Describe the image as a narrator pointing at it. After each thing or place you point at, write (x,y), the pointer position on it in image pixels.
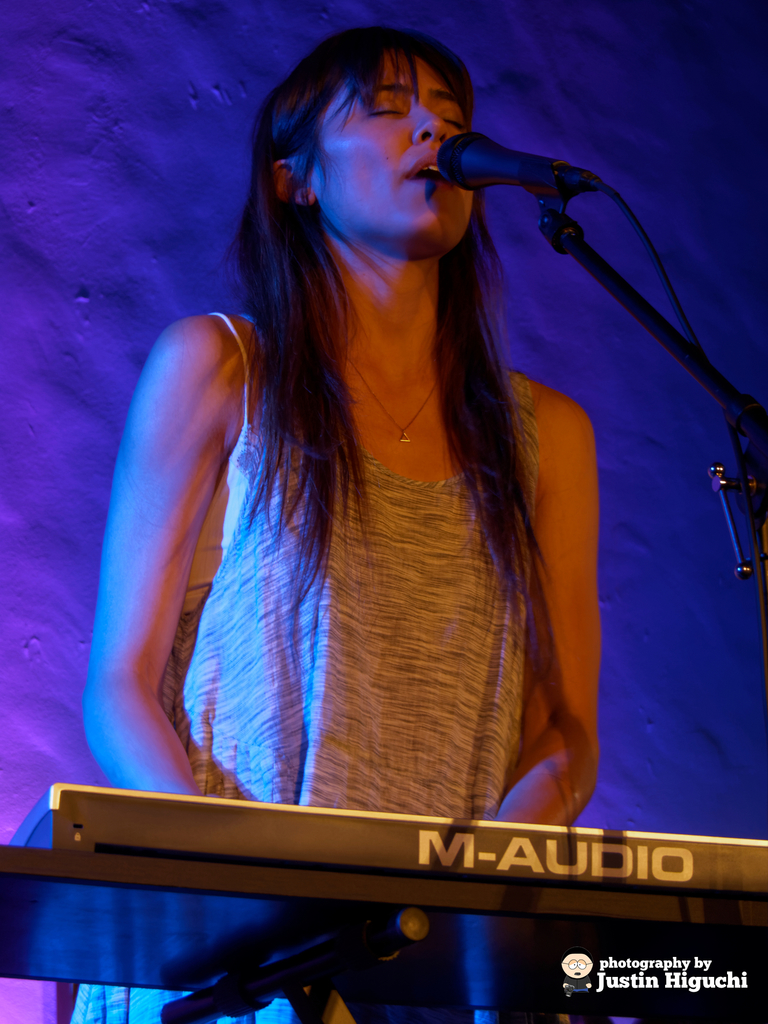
In the picture I can see a woman (349,210) wearing a grey color dress (272,682) is standing here and she has closed her eyes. Here I can see a piano (385,846) and a mic (498,156) to the stand (630,288) is in front of her. The background of the image (755,783) is in blue color. Here I can see the watermark (730,980) at the bottom right side of the image (601,984).
